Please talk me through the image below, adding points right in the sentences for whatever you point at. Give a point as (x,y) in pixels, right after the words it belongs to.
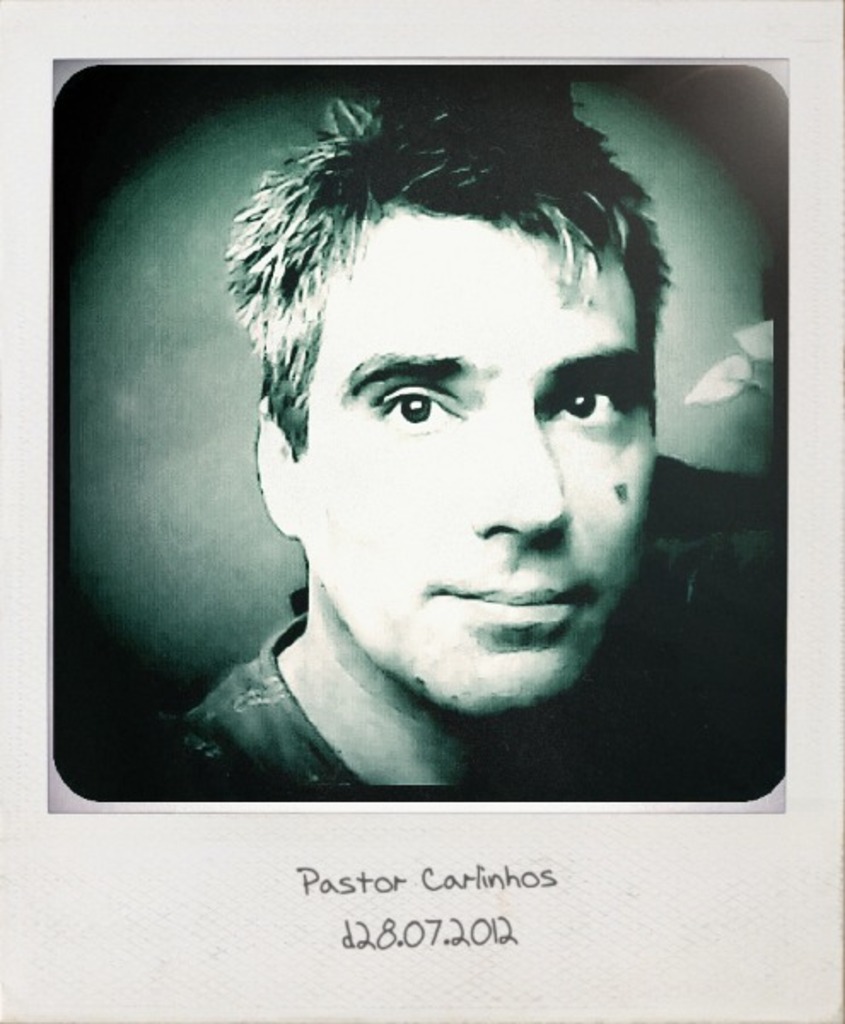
In this image I can see a person face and I can see green color background (243,104) and I can see something written on the image.
